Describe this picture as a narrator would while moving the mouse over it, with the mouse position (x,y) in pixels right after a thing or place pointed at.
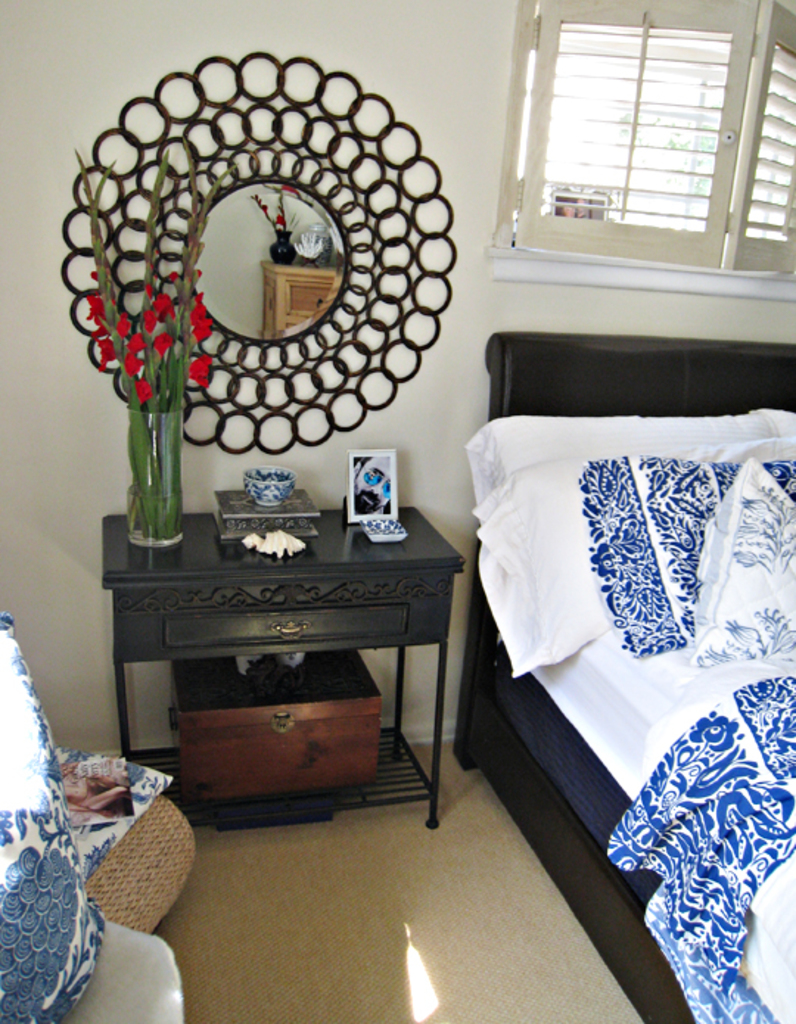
This picture shows a bed (780,798) and a pillow (749,639) and we see a mirror (283,110) on the wall (329,492) and we see few flowers (129,386) in the glass (148,542) and a table (194,812).
